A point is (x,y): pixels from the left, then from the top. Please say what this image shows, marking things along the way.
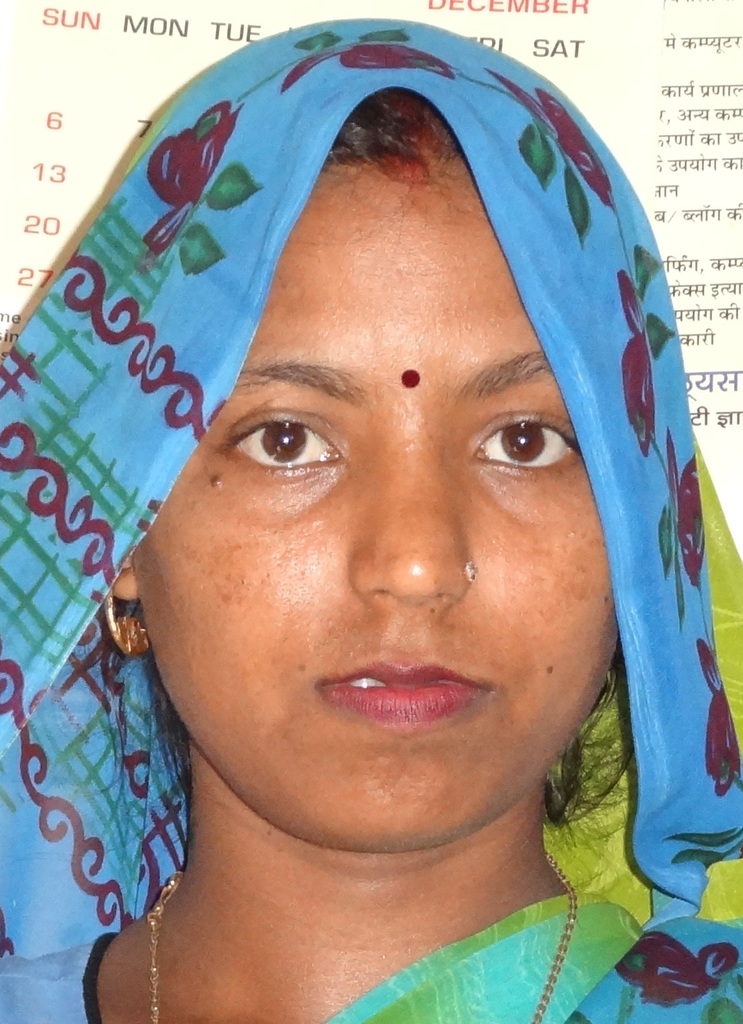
In this image we can see a woman (506,573). On the backside (742,206) we can see a paper (742,250) with some text (741,213) and numbers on it.
